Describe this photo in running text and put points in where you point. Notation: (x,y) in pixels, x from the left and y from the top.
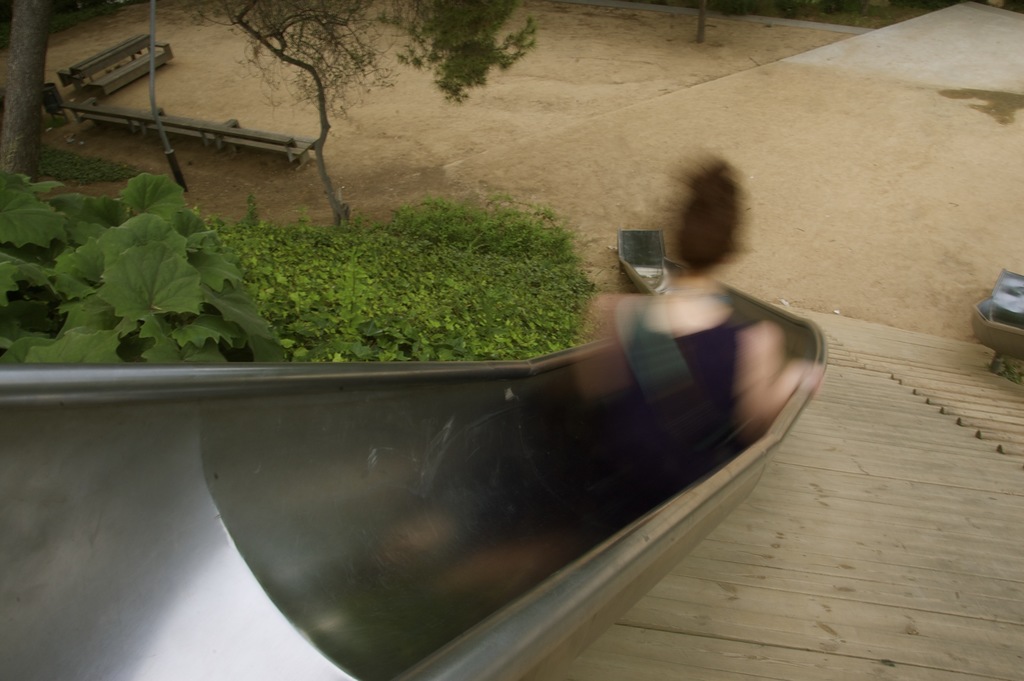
In this image I can see the person (611,355) sitting on the slide (482,539). I can see the person (701,416) is blurred. To the left (97,318) I can see the plants (89,206), trees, benches (224,145) In the background (555,76) I can see the ground (491,84).
